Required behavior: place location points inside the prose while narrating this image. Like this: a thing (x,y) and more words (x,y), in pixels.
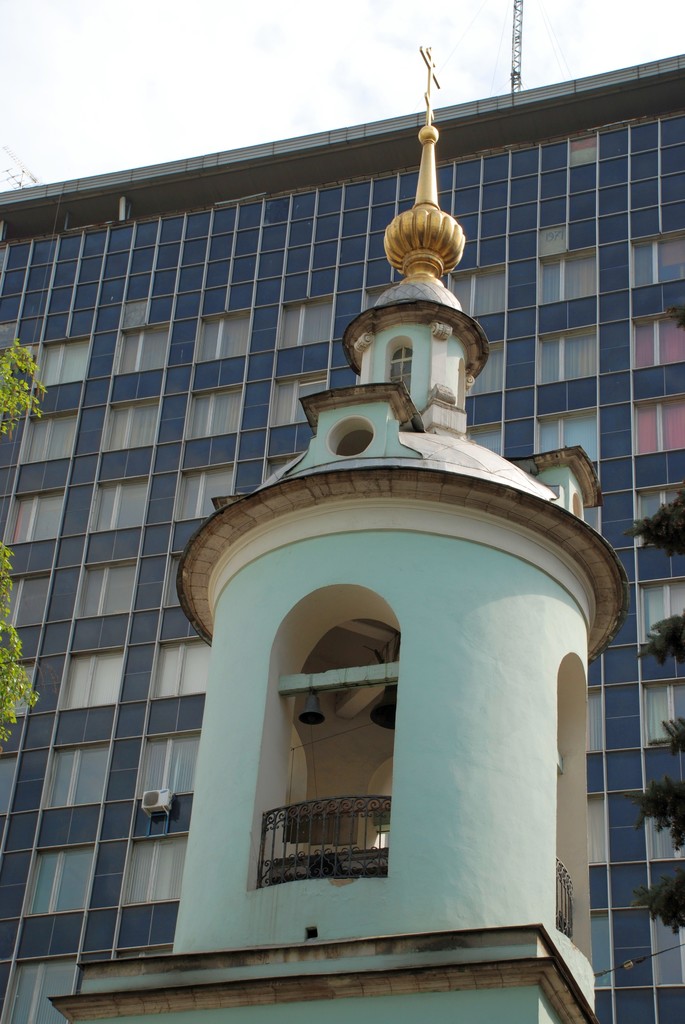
In this picture I can see a tower (278,608) in front (443,586) and on the left side of this picture (28,407) I can see the leaves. In the background (158,493) I can see a building (208,411) and the sky (148,43). On the right side of this picture (662,655) I can see many more leaves (684,646).
